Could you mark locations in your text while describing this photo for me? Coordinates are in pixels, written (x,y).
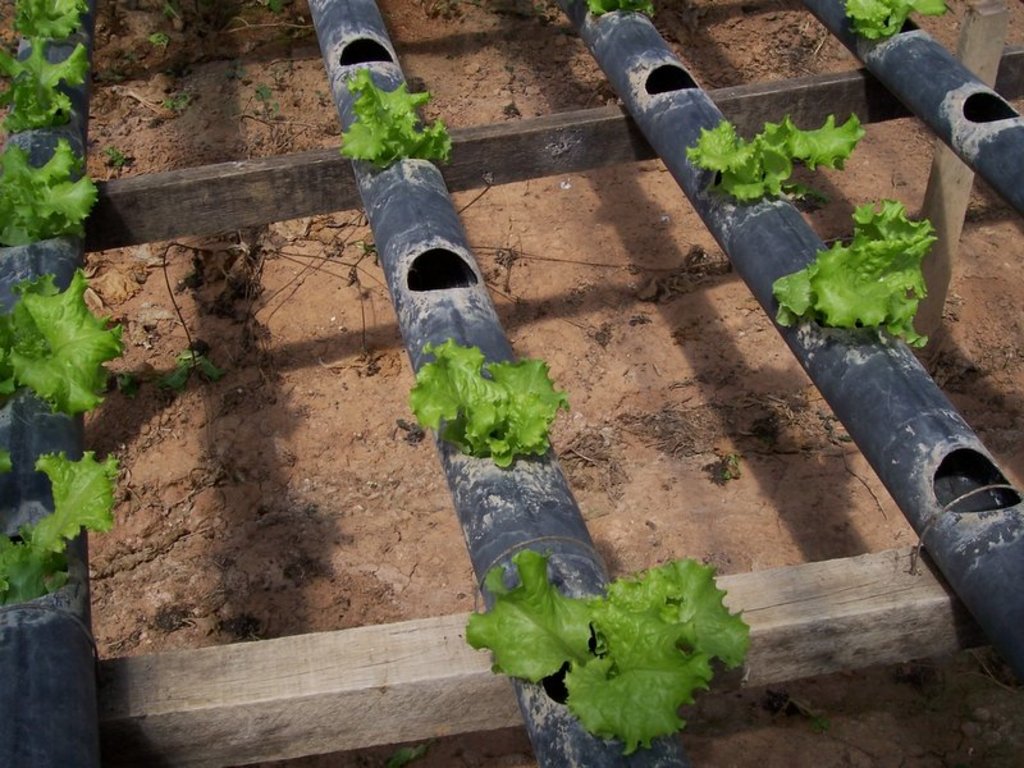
In this picture I can see there are few pipes (572,750) and there are few plants (505,422) in the pipe (662,739) and there are holes (947,492). I can see there is a wooden frame (741,115) and soil (305,339) on the floor (632,179).
